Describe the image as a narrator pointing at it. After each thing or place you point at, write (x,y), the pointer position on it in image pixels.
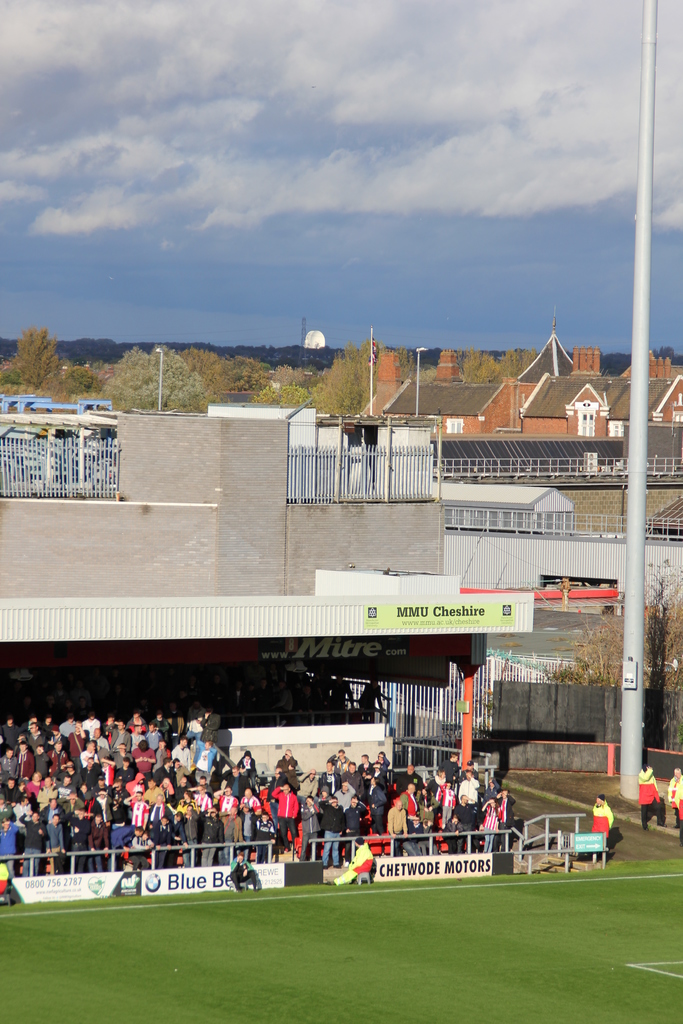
In this image we can see a group of buildings (281,472) and trees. In the foreground (194,788) we can see a group of persons (330,783). In front of the persons (75,848) there are barriers (146,849) and banners (386,870) with text (122,887). On the right side (625,720), we can see a pole (638,678) and the trees (659,651). At the top (351,168) we can see the sky (287,222).
